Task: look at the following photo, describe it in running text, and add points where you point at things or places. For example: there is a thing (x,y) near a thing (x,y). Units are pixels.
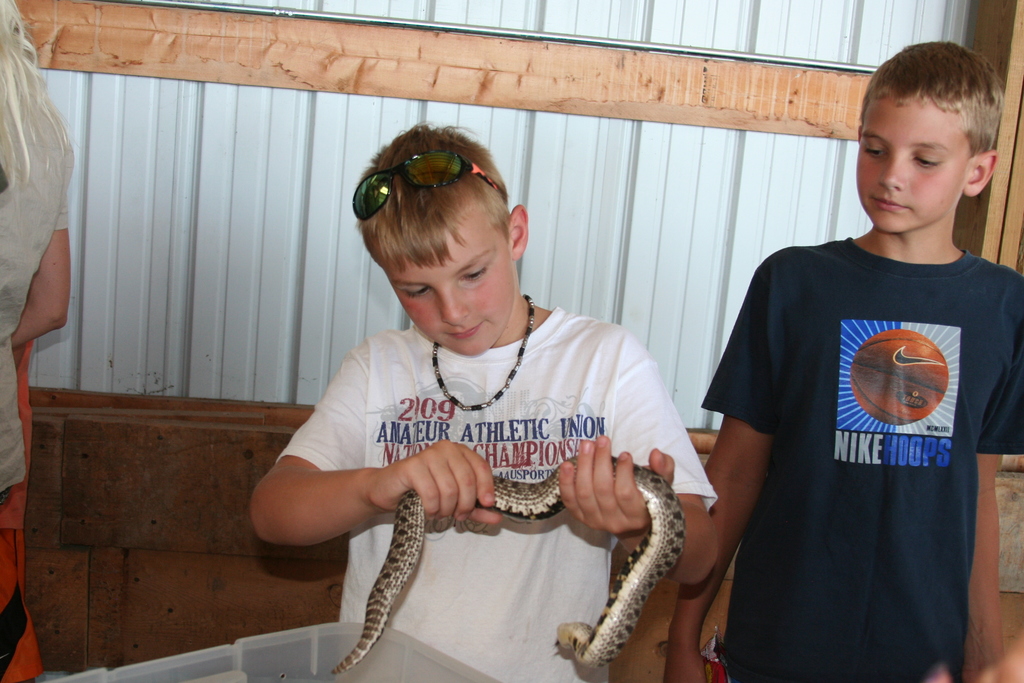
In this picture we can see two boys (838,380) and a boy (546,477) with a white t shirt (467,646) who wore goggles (381,197) and a chain (504,390) over his neck (516,330), he is holding a snake (643,544) in his hands (593,488).
